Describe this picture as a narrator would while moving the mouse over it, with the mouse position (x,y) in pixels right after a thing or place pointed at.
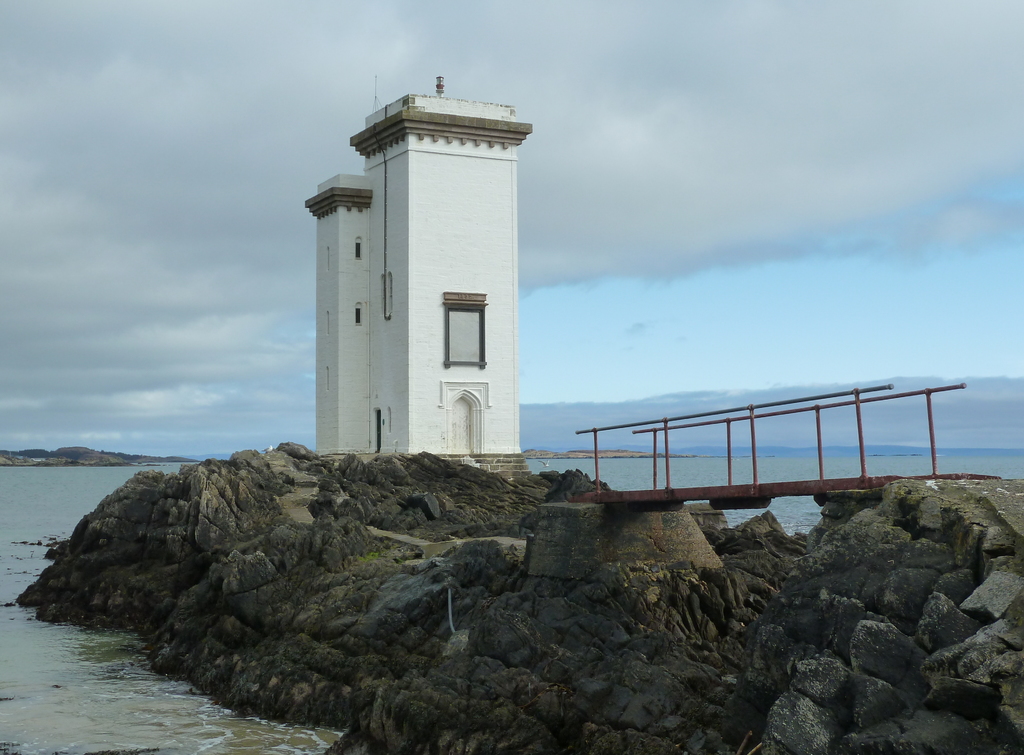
In the center of the image (475,300) we can see a building (471,277) with windows (465,357) and door (467,447). To the right side (747,486), we can see a bridge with metal railing (727,434), a group of rocks (777,737) and in the background (38,499), we can see the water (79,477) and the cloudy sky (185,337).
